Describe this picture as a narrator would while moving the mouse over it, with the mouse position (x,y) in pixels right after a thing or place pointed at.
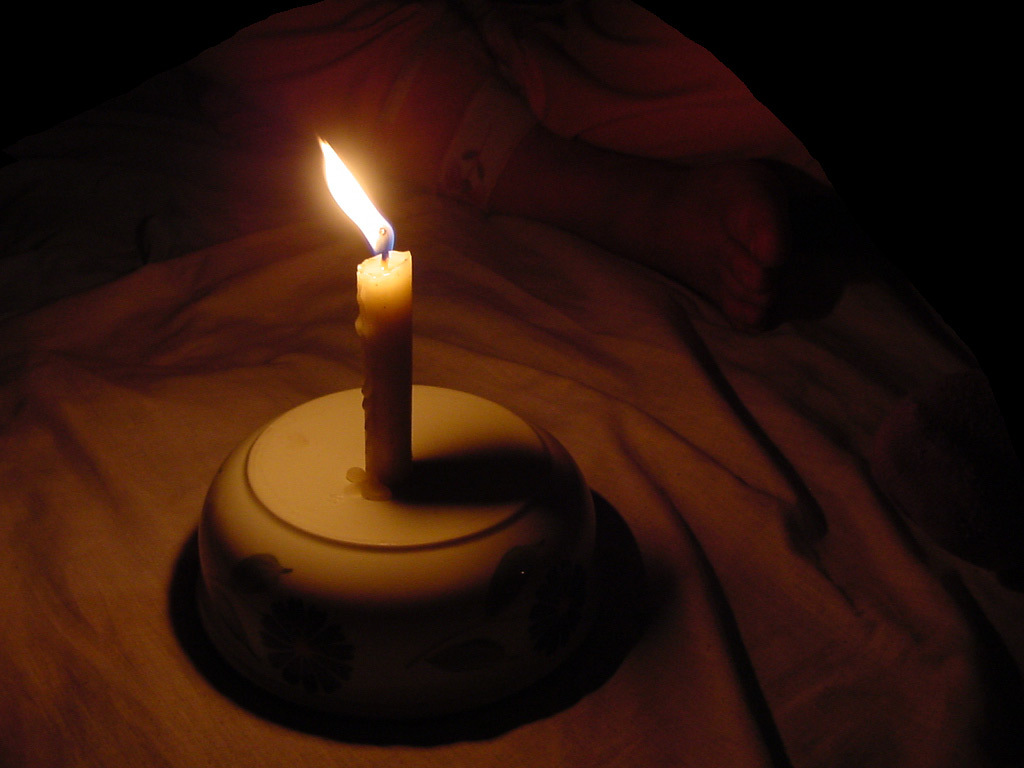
Here in this picture we can see a candle (380,259) lightened up and is kept on a bowl (413,497) present over there and beside it we can see a persons leg (454,120) present over there.
